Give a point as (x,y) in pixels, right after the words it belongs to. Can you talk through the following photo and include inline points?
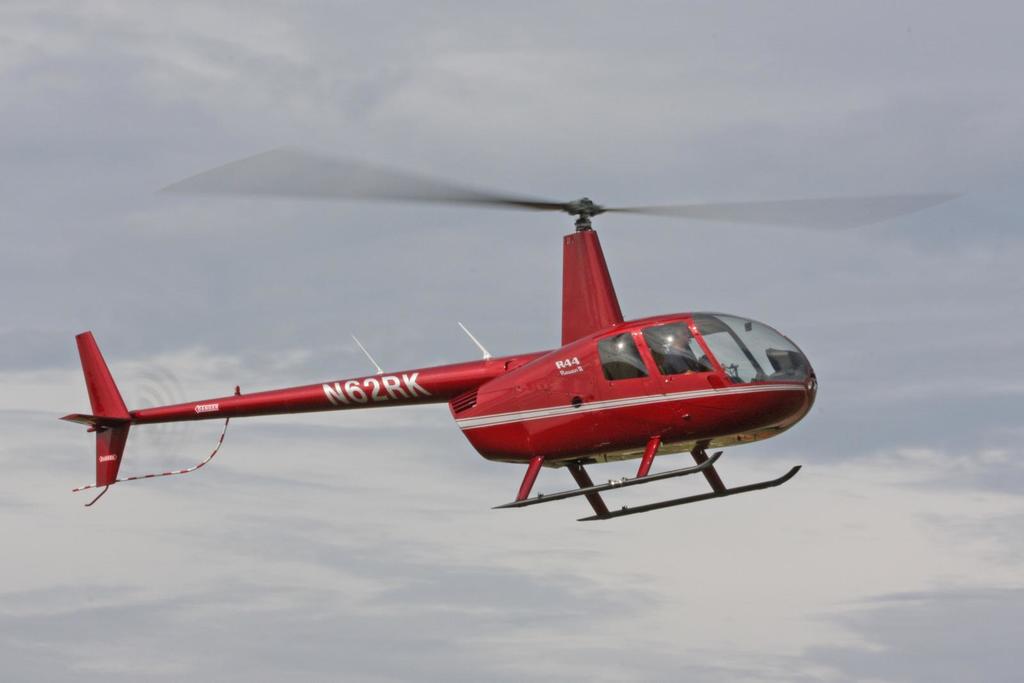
In this image I can see a red colour helicopter (479,453) in the air (531,325) and on it I can see something is written. I can also see one person (692,360) is sitting in the helicopter (656,343). In the background (257,345) I can see clouds (537,44) and the sky (515,682).
